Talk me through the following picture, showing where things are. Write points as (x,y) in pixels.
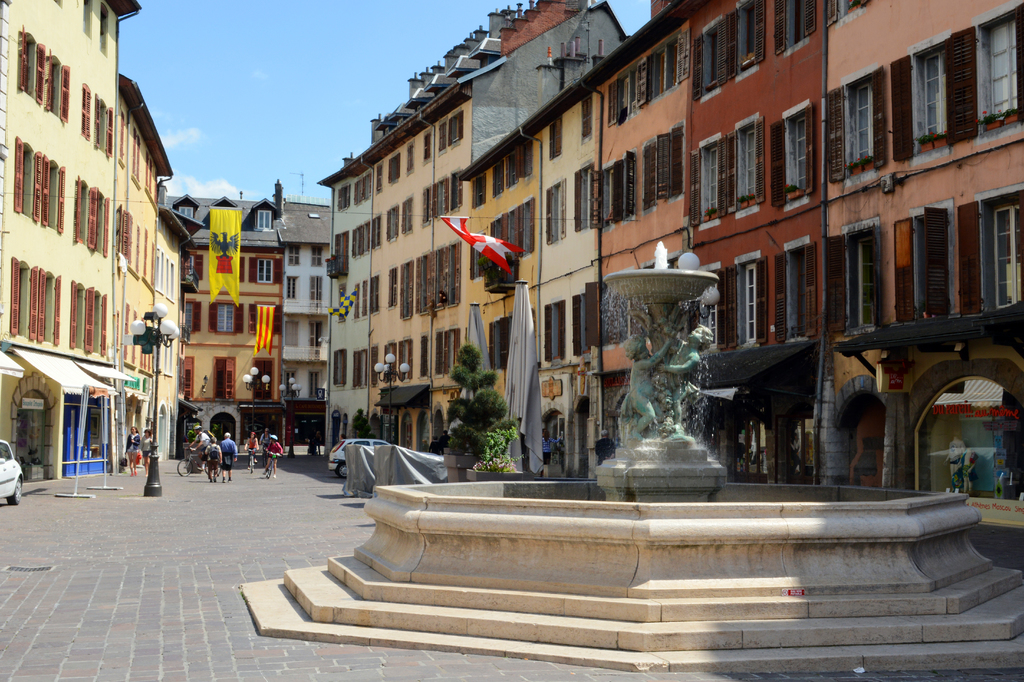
In this image in front (408,523) there is a fountain (668,360). There are statues (692,357). At the center of the image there are a few people (267,432) cycling on the road (259,520) and there are a few people (212,461) walking on the road (218,521). There are cars (344,459). There are street lights (155,472). There are flags (329,311). There are plants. In the background of the image (445,359) there are buildings (561,371) and sky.
